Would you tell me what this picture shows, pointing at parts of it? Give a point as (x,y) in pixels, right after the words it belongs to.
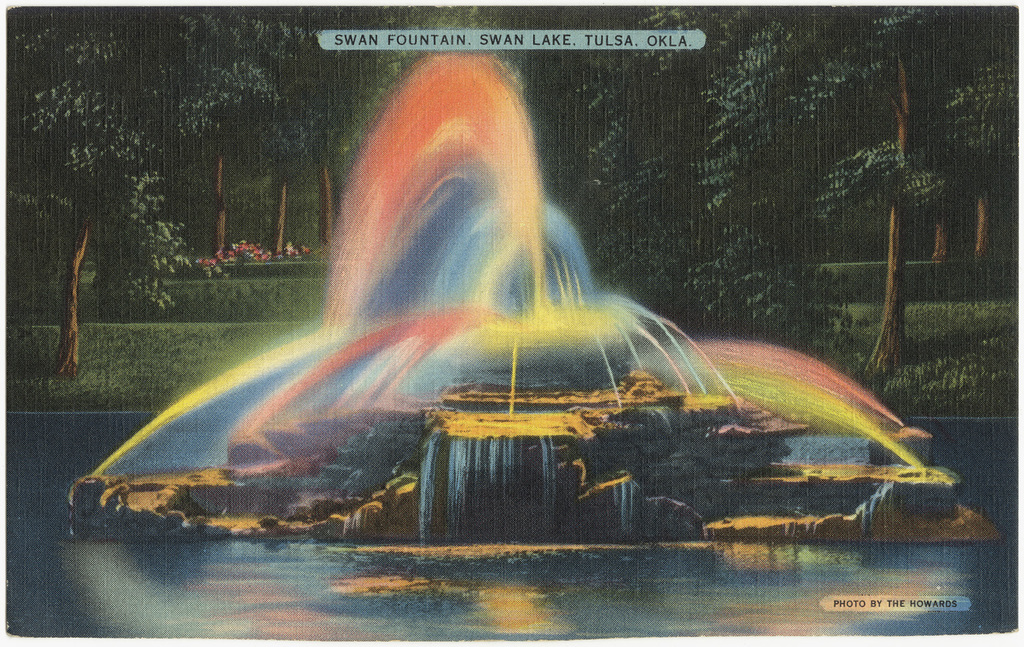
Here we can see colorful water fountain (327,325). Background (784,285) there are trees (739,274), grass (255,284) and plants (694,265). These are watermarks (424,38).
